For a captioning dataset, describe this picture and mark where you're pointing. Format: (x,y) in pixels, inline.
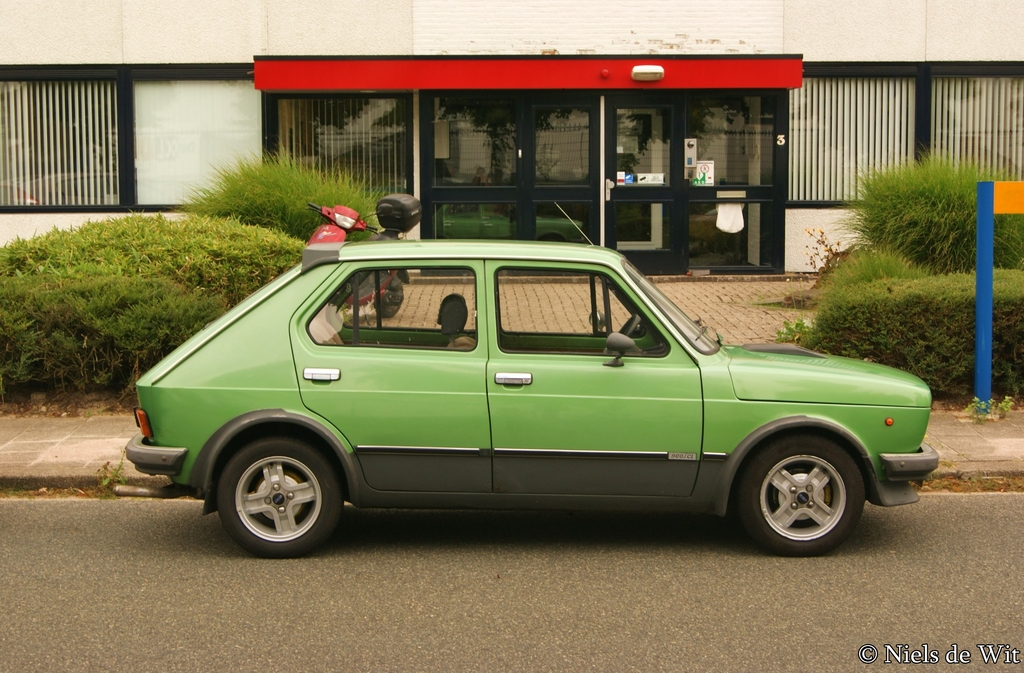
There is a car (419,456) in the foreground (709,499), there are plants (356,192), blind windows (838,169), glass doors (484,171) and a vehicle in the background (563,158), there is text (919,651) at the bottom side (866,651), it seems like a pole (978,349) on the right side (981,367).
